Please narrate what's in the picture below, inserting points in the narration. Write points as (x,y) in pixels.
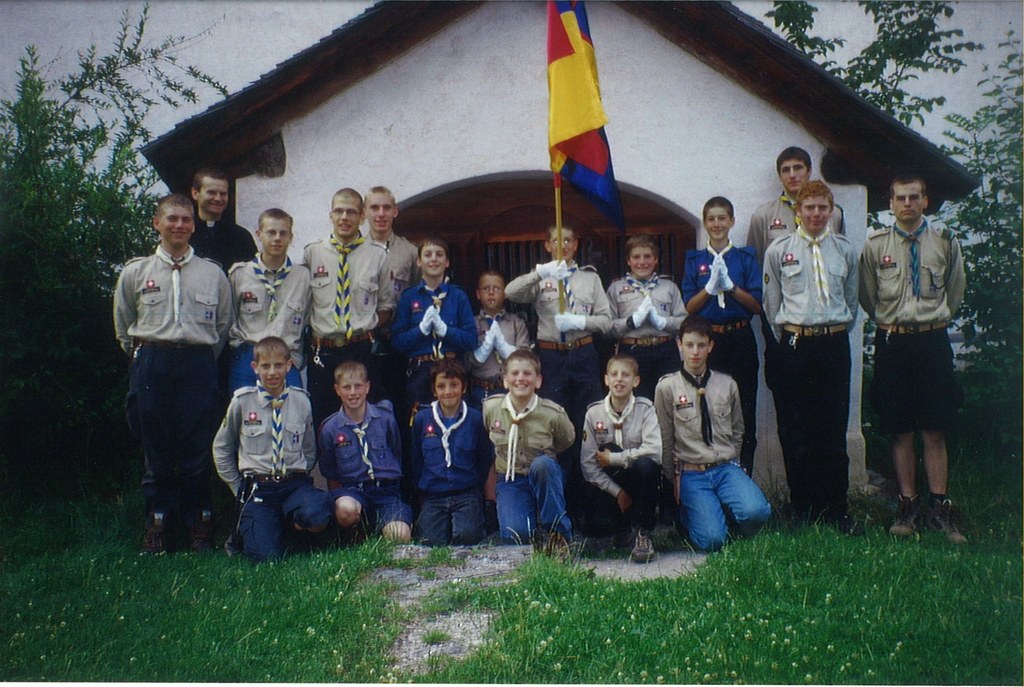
In this image we can see the house (688,137), wall (662,71), trees (897,53) and also the grass (684,613). We can also see the people (703,259) and there is a person (598,323) holding the flag (559,83) and standing on the path (385,570).
